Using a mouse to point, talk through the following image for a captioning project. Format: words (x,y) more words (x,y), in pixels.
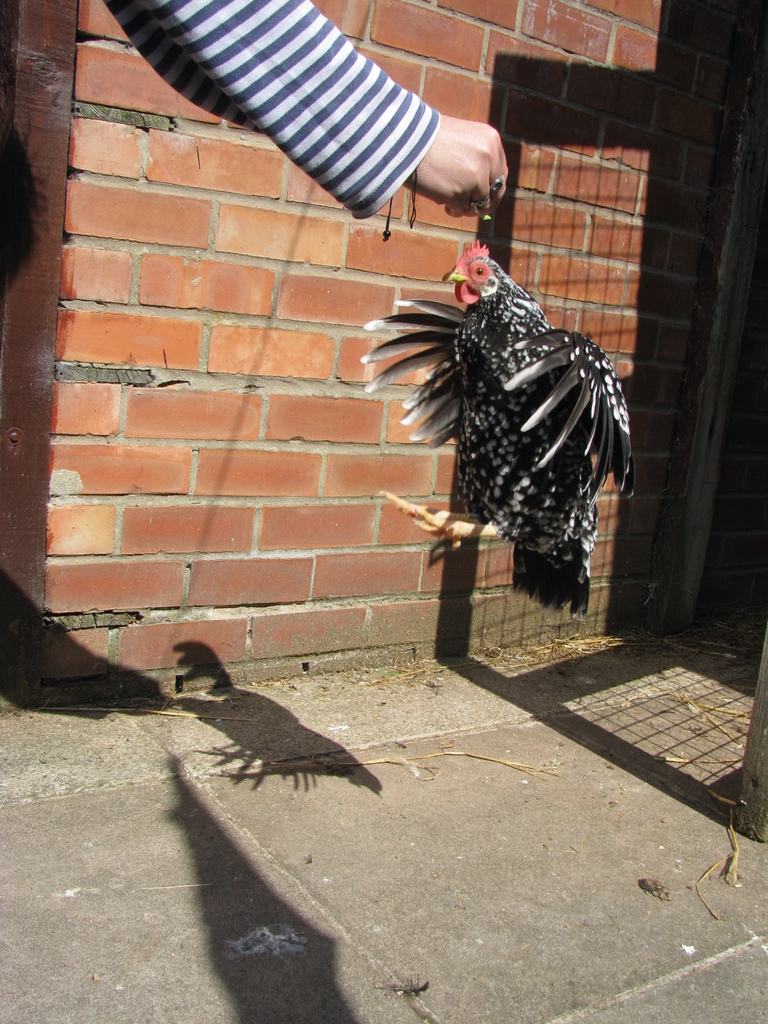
In this image, I can see a hen (532,310) flying. At the top of the image (315,152), I can see a person's hand (435,160). This looks like a wall (262,462), which is built with the bricks (213,584). I can see the shadow (641,485) of the fence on the wall (641,180).
